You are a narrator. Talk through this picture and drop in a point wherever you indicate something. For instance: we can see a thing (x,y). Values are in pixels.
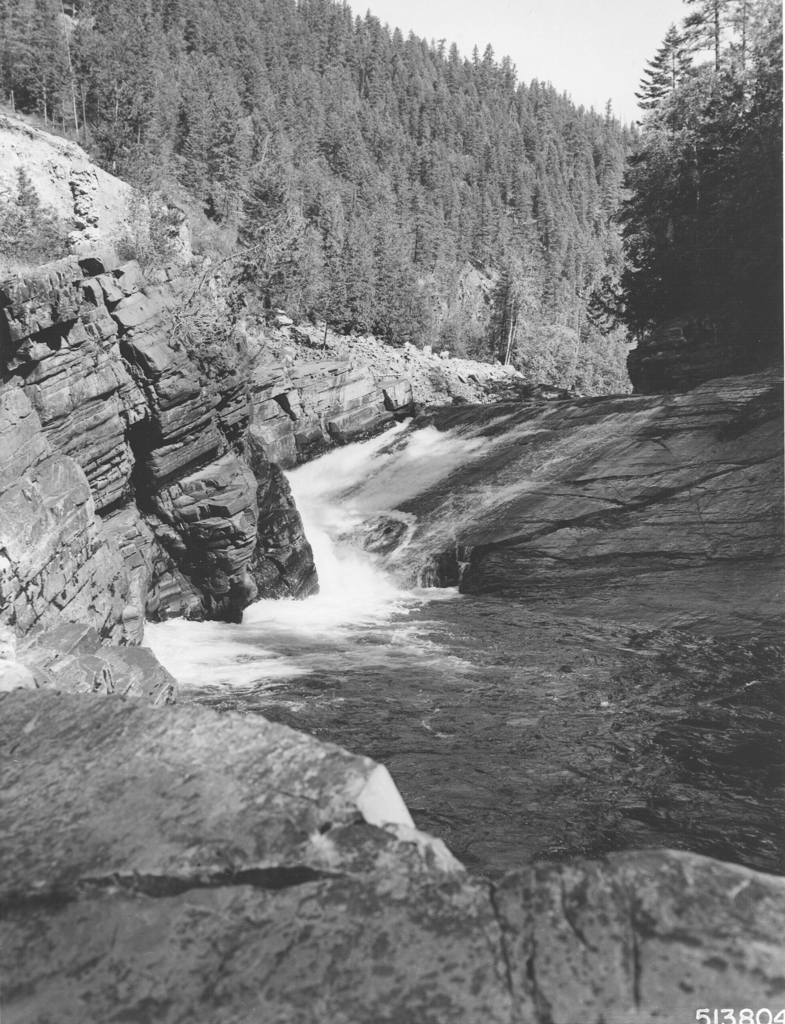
In the foreground of this black and white image, there is a river (472,703) and on either side, there is rock (607,527). In the background (573,140), there are trees (547,140) and the sky (551,29).
